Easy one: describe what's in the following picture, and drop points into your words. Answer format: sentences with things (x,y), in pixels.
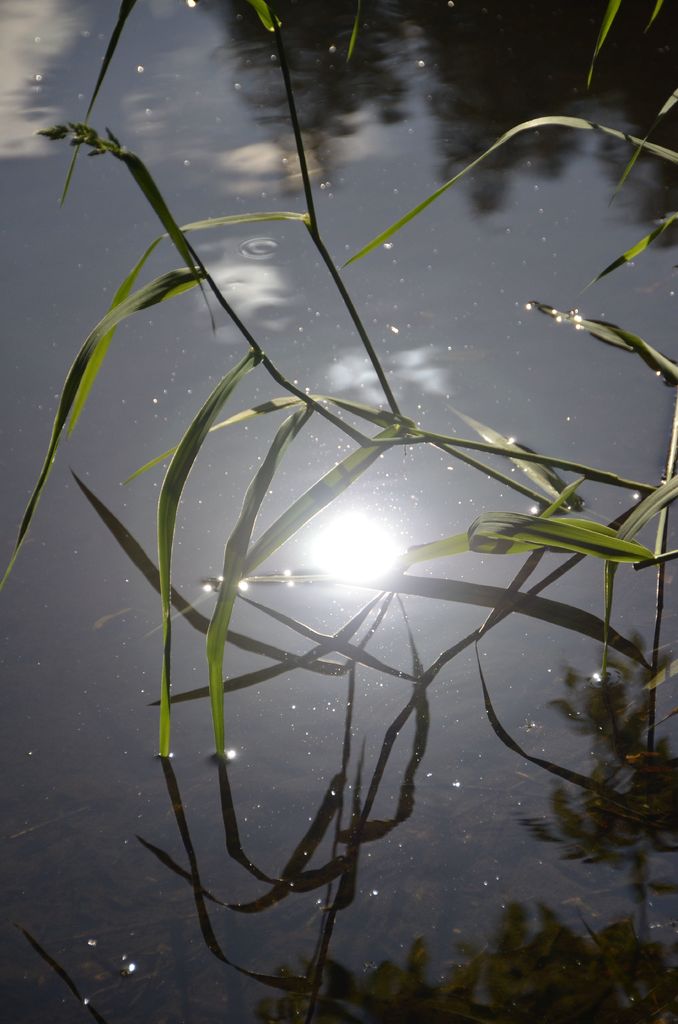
In this picture I can see grass (645,510), and there is a reflection (391,832) of trees (588,21) and sky (408,487) on the water (356,530).
